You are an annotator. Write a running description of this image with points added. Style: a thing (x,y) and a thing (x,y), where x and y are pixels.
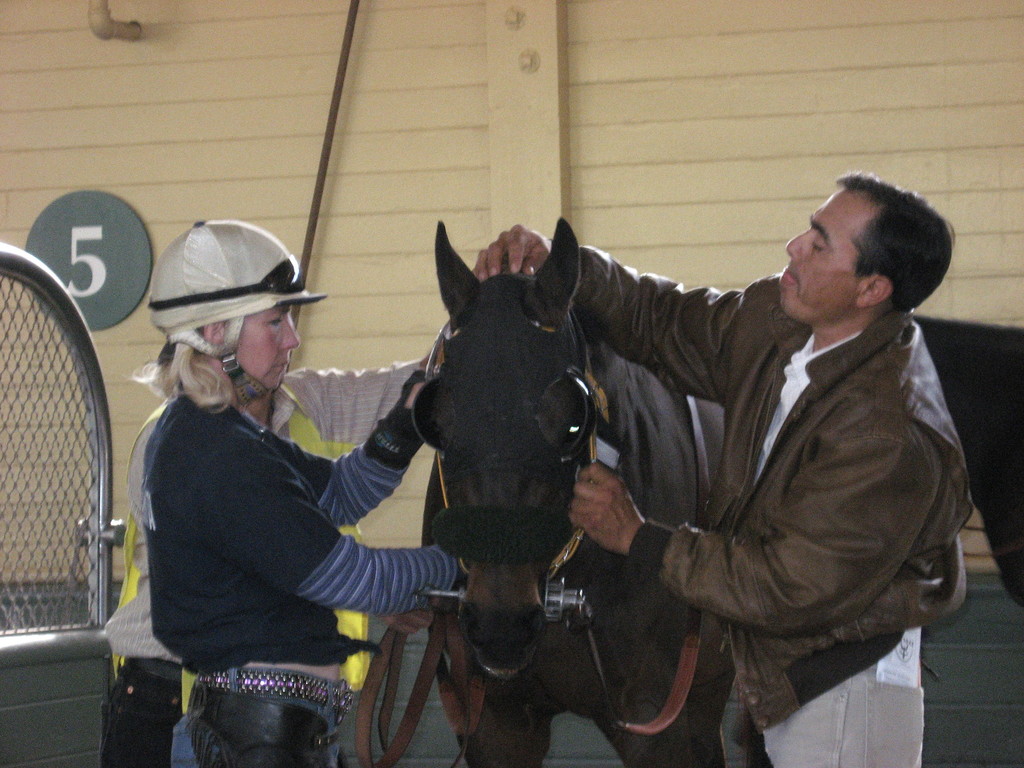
As we can see in the image there are few people (285,554) in the front (226,506), fence (80,521), black color horse (519,720), wall (939,649) and a pipe (117,32).
